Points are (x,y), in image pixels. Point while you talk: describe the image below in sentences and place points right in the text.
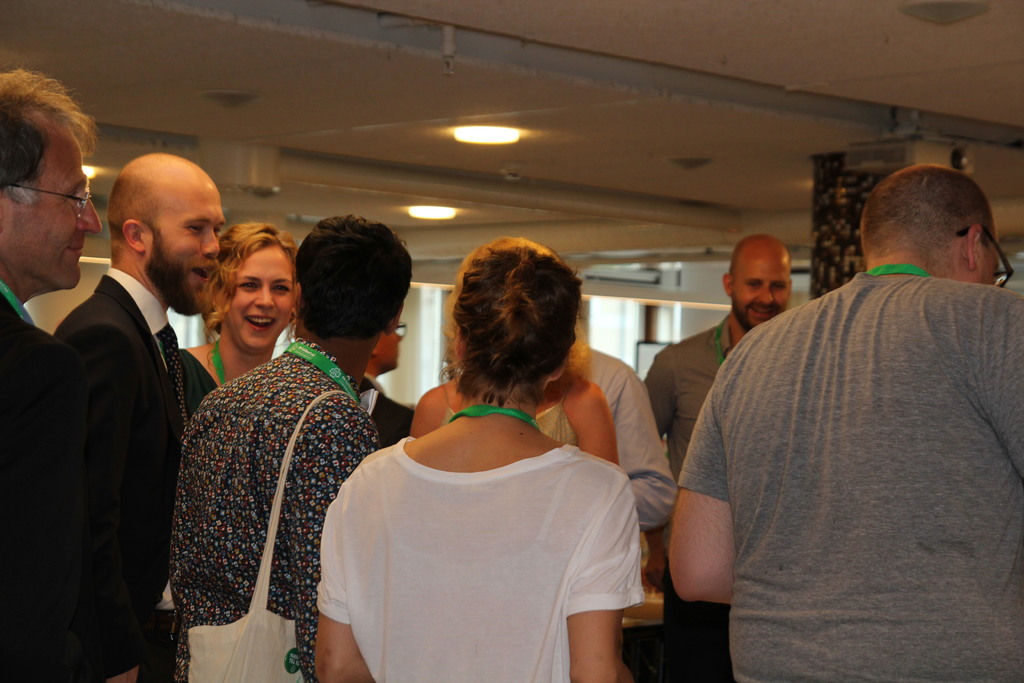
In this image there are a few people (439,429) standing. They are smiling. They are wearing identity cards (215,359) around their neck (253,359). At the top (521,104) there is a ceiling (729,78). There are lights (428,217) to the ceiling (506,162).
